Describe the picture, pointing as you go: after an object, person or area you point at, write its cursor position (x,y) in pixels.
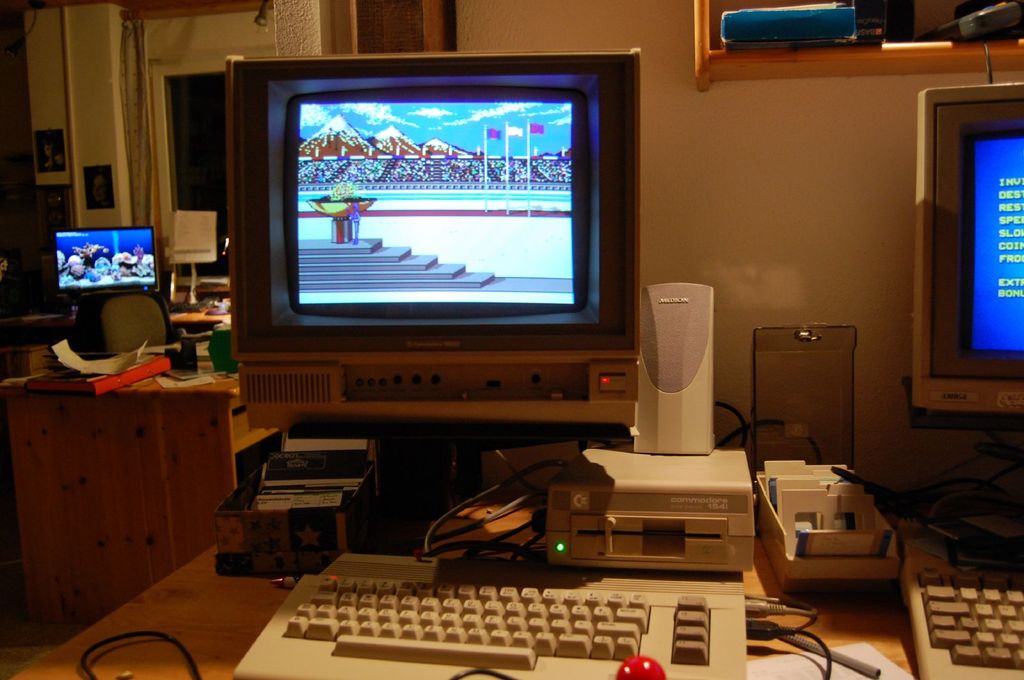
This is an inside view of a room (211,475). Here I can see a table (196,624) on which two keyboards (666,655), two monitors (549,256), a speaker (670,348), cables (754,625), paper (767,668), books (271,496) and some more devices (711,542) are placed. On the left side (73,472) there is another table (132,414) on which a monitor (113,273), books (101,380) and some other objects (142,346) are placed. In the background (468,39) there is a wall (736,176) and few frames (52,157) are attached to it. In the top right-hand corner (782,50) there is a cupboard (786,59) in which few objects (843,38) are placed.
